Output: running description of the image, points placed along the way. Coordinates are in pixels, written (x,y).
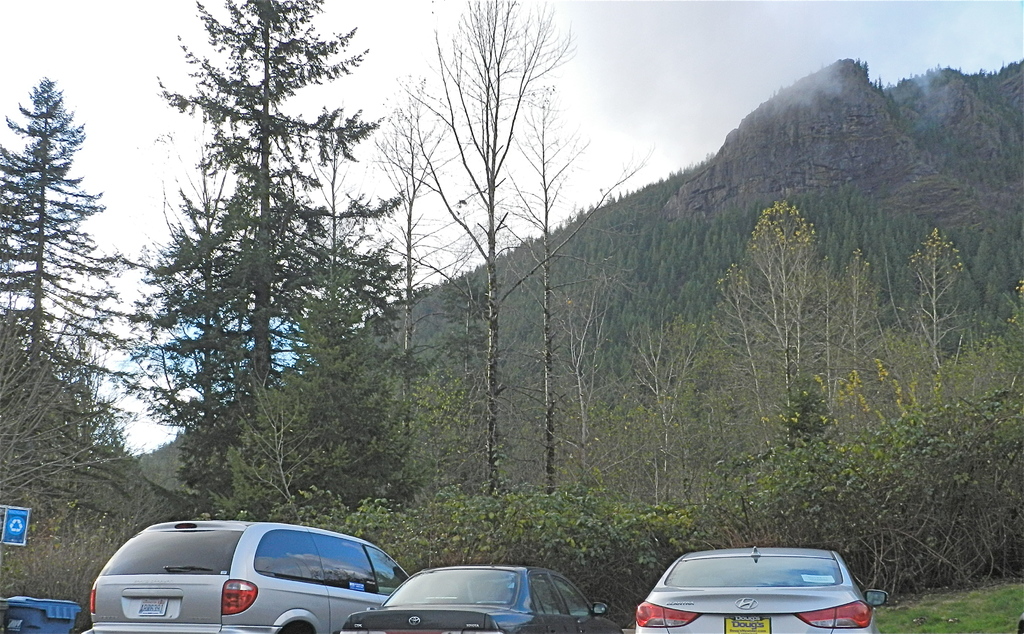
In this picture we can see cars (236,558), bin (39,613), trees (116,413), hill (170,459) and in the background (12,114) we can see sky (662,79).
